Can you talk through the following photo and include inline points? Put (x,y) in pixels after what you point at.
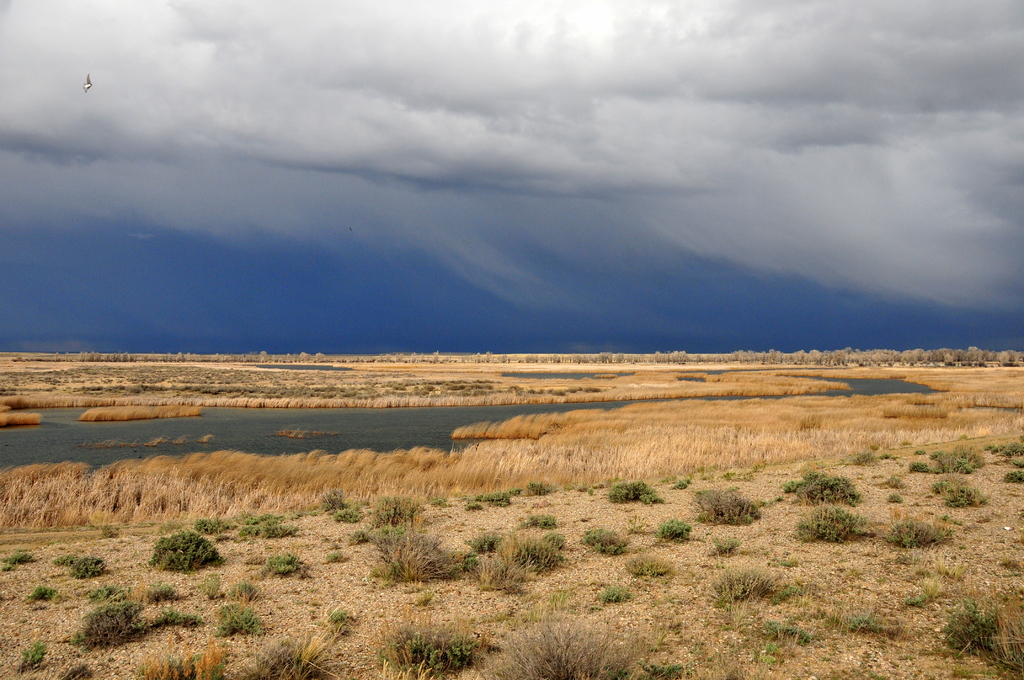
At the bottom (425,538) we can see grass (644,446) and plants (503,654) on the ground (607,512) and we can see water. In the background (348,167) there are clouds (515,201) in the sky (484,250).
